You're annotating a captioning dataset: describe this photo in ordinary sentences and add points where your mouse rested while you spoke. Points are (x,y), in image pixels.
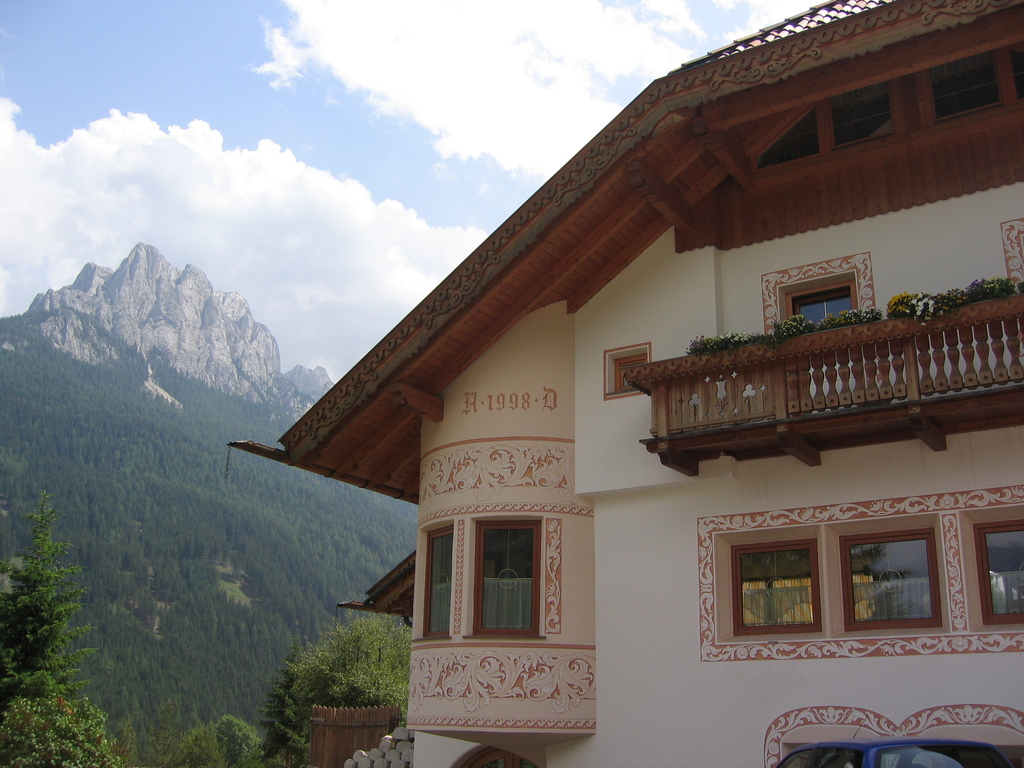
As we can see in the image there is a building (780,480), fence (735,404), plants (729,345), windows (815,554), trees (301,593), hills (174,496), sky (97,36) and clouds (205,150).
